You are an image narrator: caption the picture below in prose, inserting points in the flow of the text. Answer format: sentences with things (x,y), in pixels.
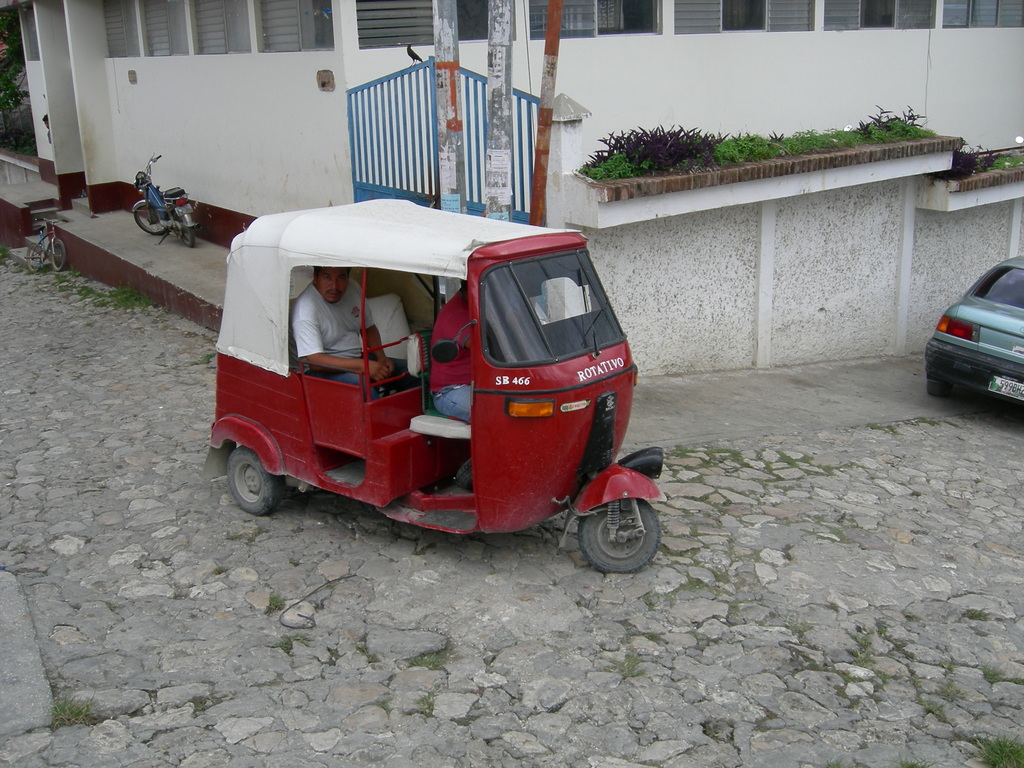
In the center of the image (481,461) we can see a auto rickshaw (287,444) and there are people (461,375) sitting in the auto (489,383). On the right (1018,352) we can see a car (991,375). On the left (176,202) there are bikes (183,217). In the background (347,171) there is a building (863,114) and we can see a gate (395,102) and poles (553,20).
